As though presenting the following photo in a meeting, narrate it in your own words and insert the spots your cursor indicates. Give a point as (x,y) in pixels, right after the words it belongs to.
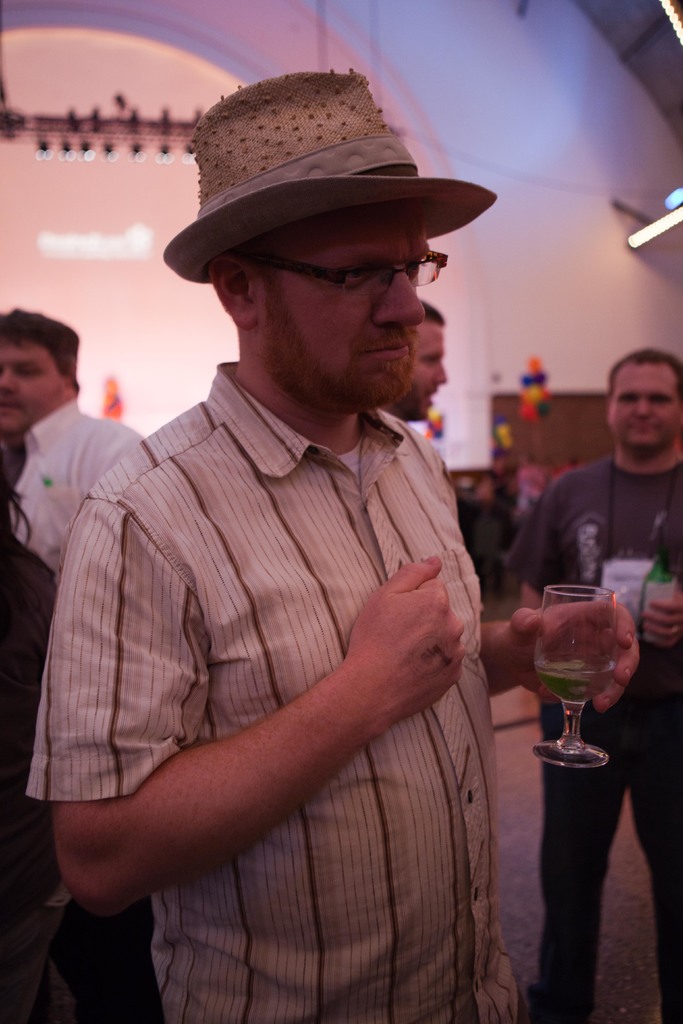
It's a closed room (613,299) where many people (230,573) are present, one man (188,615) is standing and holding a glass (549,634) in hand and wearing a hat (319,147) and he is wearing glasses (375,284) too, beside him at the right corner of the picture (572,559) there is one person (576,558) wearing black t-shirt (599,560) and holding a bottle (642,597), behind him there is a wall (568,298) and a light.
